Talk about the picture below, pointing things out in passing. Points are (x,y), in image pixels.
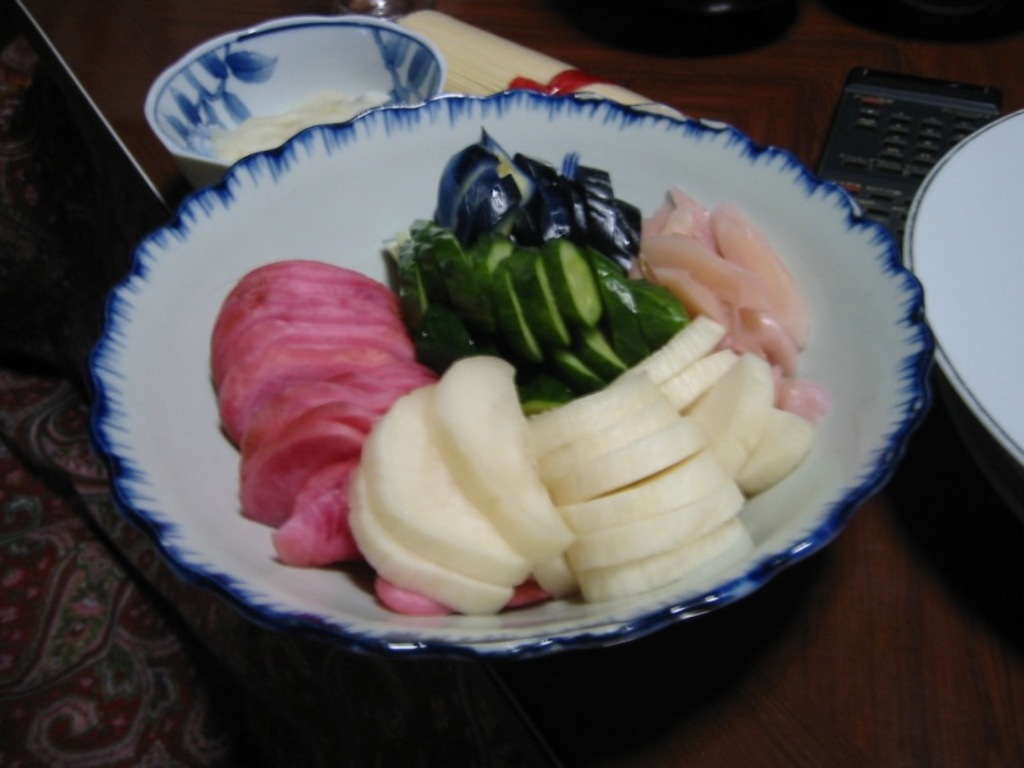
In this picture, there is a bowl (412,190) with food (677,335) like radish (315,325), cucumber (516,287) etc. Beside it, there is another bowl (250,63) with some food material (342,106). Towards the right (927,186), there is a plate (952,320).
